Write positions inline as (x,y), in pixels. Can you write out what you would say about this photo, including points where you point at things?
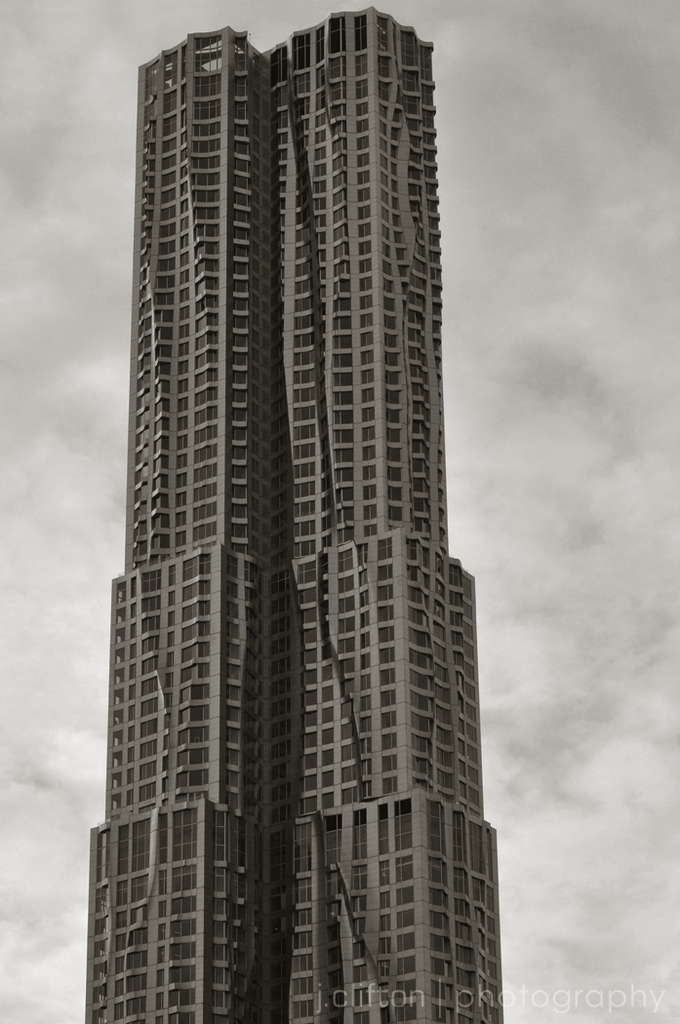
In the image there is a sky scraper (301,510) in the front (370,406) and above its sky (607,473) with clouds (628,645).
